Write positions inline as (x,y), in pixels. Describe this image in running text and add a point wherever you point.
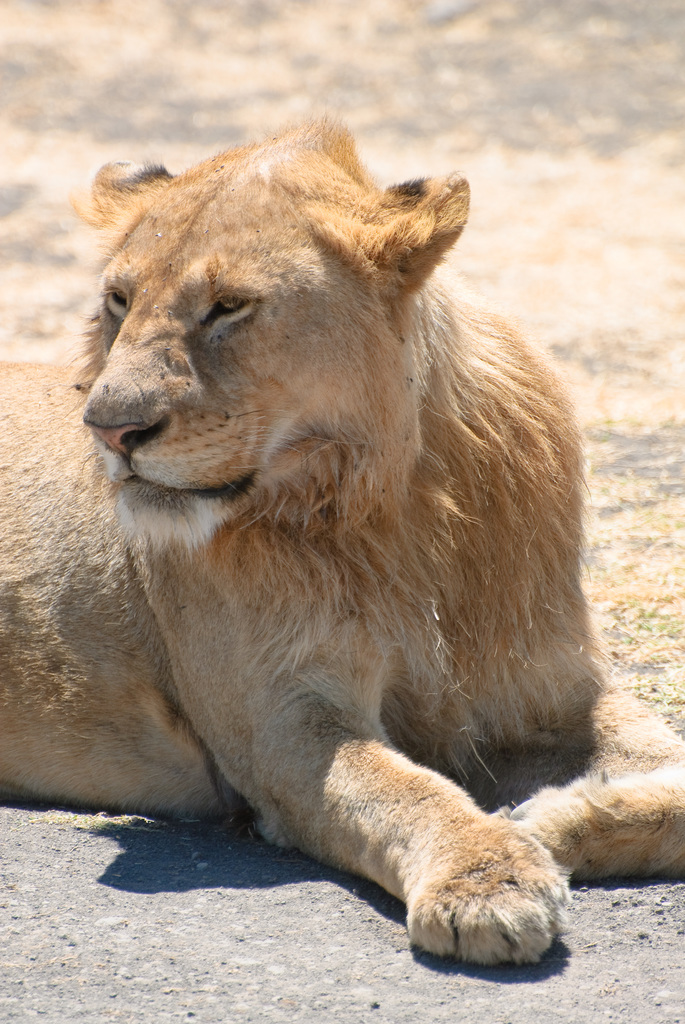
In the image we can see a lion (680,858).
